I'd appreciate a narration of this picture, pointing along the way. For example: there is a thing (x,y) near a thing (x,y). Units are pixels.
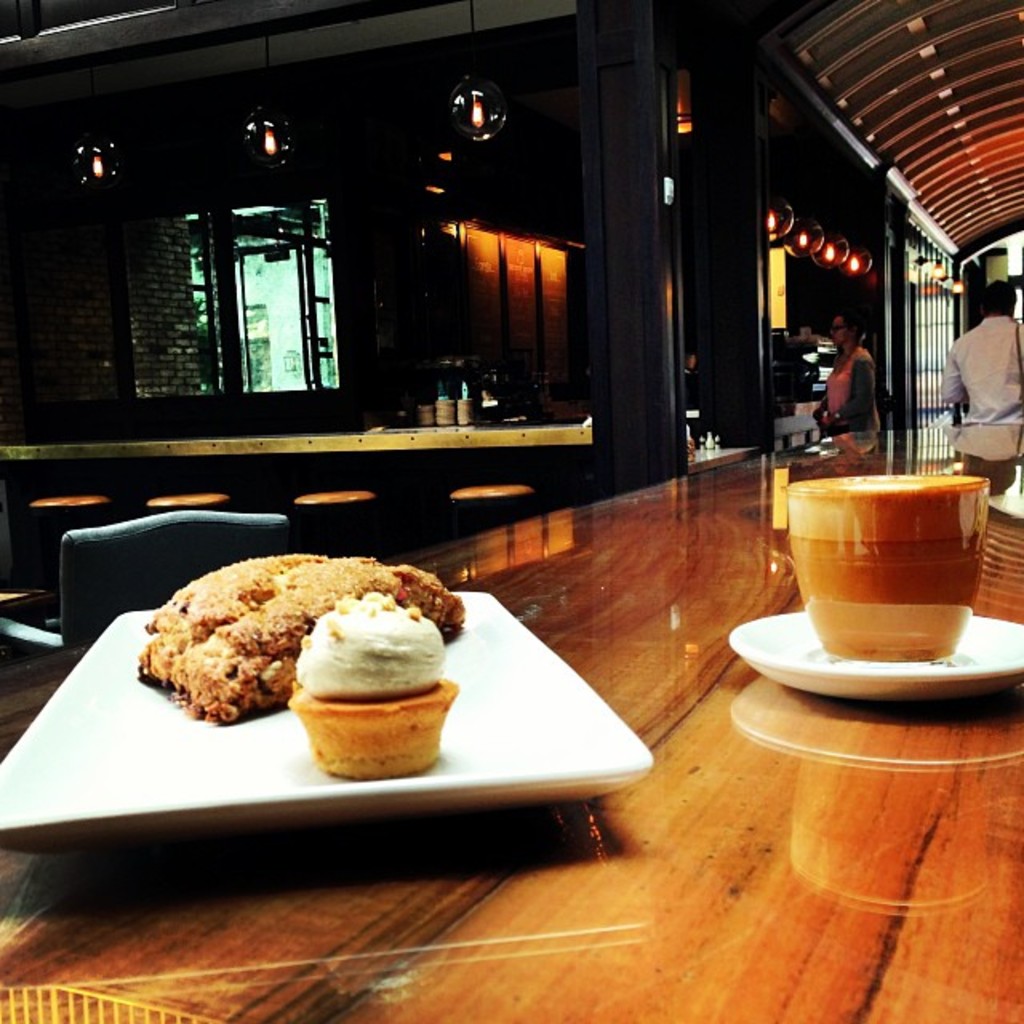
In this image i can see a food items (318,624) in a plate (631,763) a cup (799,538) on a table (711,534), at the back ground (627,392) i can see a pillar (626,368), a wall (147,407), window (217,354).
